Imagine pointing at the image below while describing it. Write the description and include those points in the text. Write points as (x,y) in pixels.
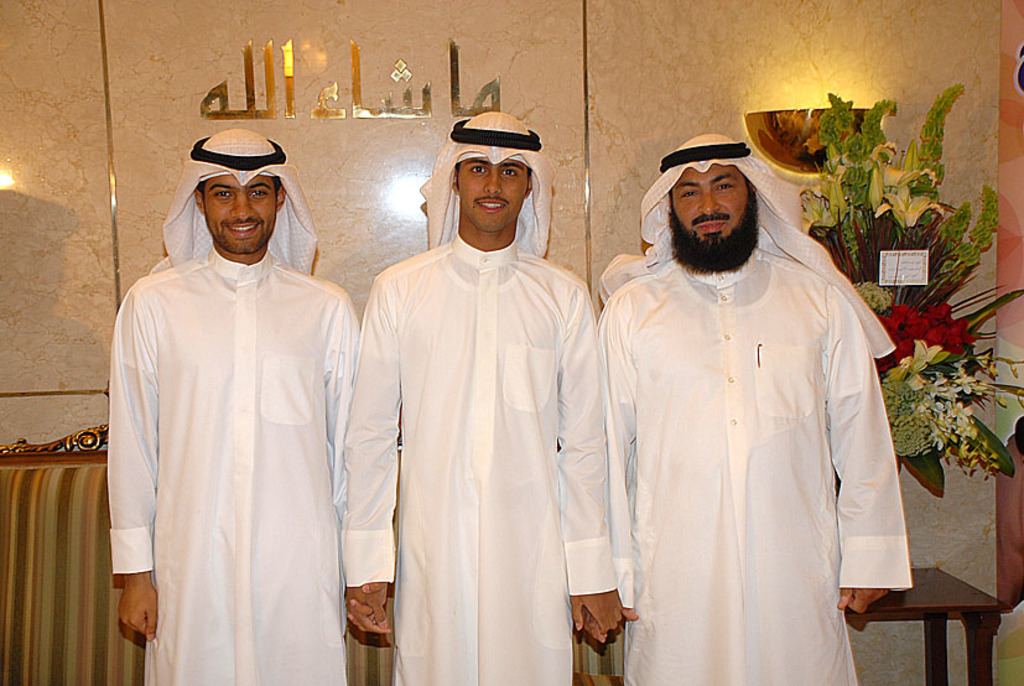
In this image I see 3 men (154,284) who are wearing the same dress (157,272) and 3 of them are smiling, In the background (19,281) I see a sofa (97,643), a table (980,682) on which there are flowers (891,103) and the wall (660,28).
